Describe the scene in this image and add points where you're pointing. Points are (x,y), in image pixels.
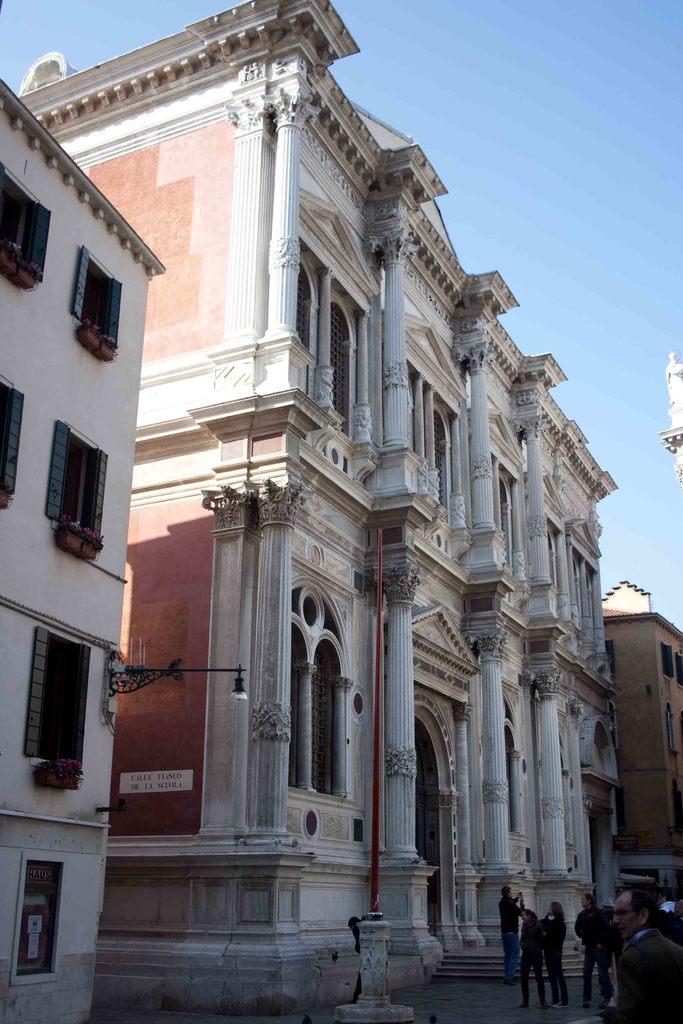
In this image I can see group of people (642,1007) standing. In the background (399,688) I can see few buildings (269,618) and the sky (526,117) is in blue and white color.
